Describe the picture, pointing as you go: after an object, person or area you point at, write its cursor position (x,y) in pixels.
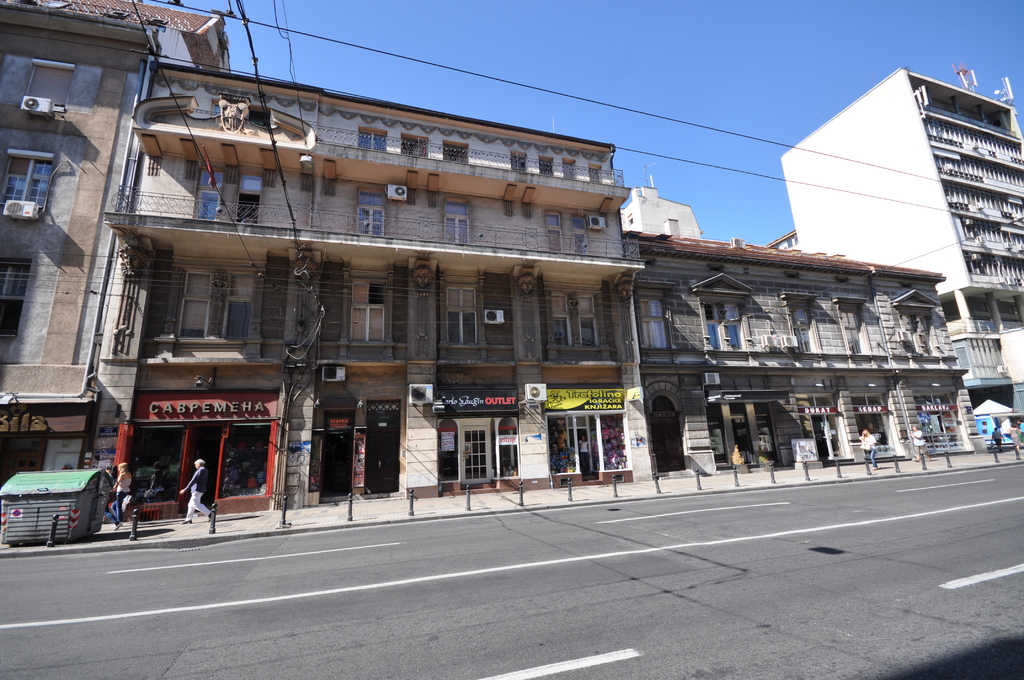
In this image we can see buildings (111,414). In front of the building (500,356), people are walking on the pavement (382,516) and road (795,546) is present. Left side of the image (44,505) one green color thing (37,505) is present. Top of the image (586,63) blue sky (653,72) is there and wires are present.
